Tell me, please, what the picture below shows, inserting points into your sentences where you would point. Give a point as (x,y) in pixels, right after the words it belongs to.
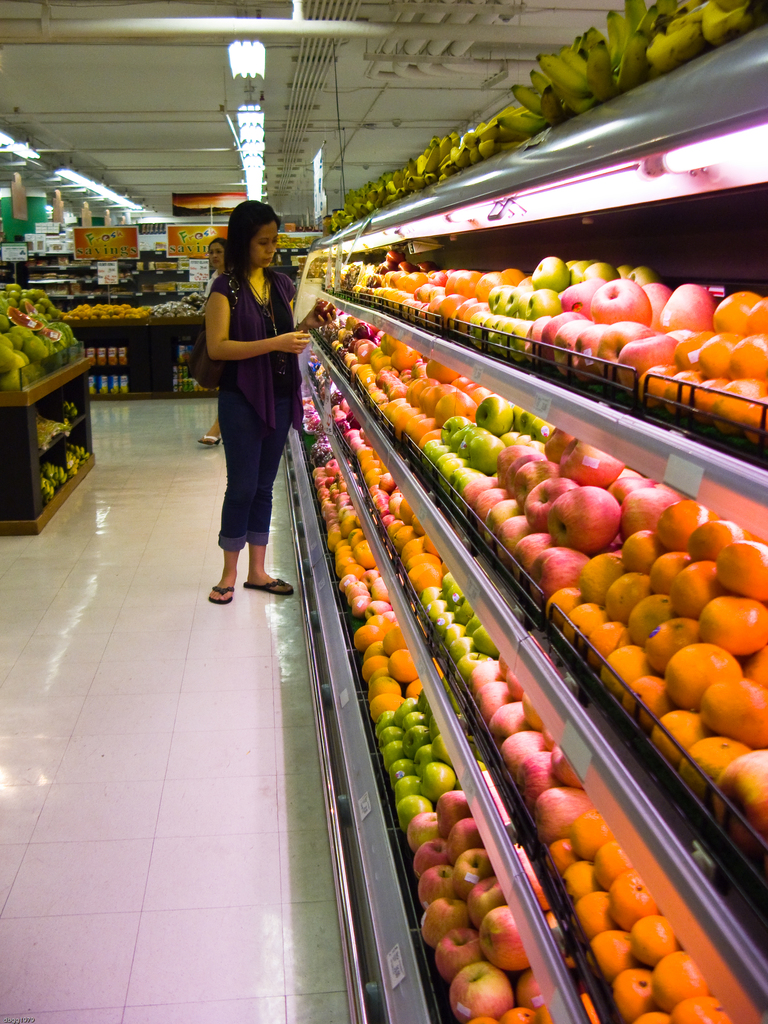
In this image a woman (248,438) is standing on the floor (194,552). Before her there are few racks (465,773) having few fruits (499,444) in it. Left side (20,441) there is a rack (2,500) having few objects (9,361) on it. There are few boards (97,258). Few boards (169,233) are hanging from the roof (144,202). Few lights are attached to the roof (284,125).
